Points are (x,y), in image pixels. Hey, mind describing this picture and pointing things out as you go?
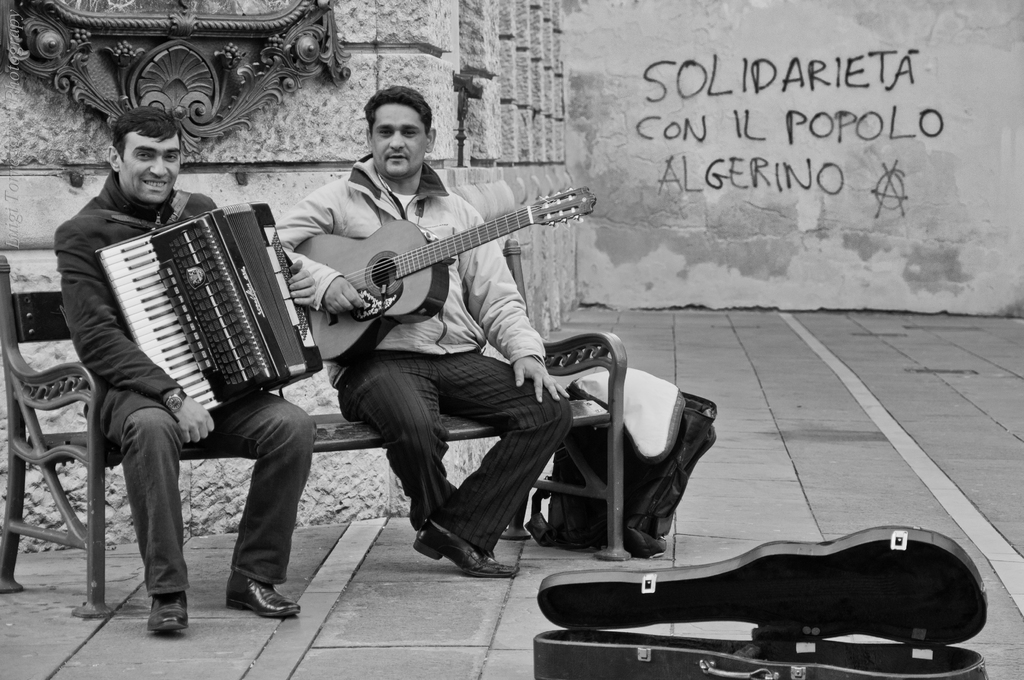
In this image i can see two persons (202,423) sitting on the bench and holding musical instruments (259,340) in their hands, I can see a bag (602,400) on the side of the bench (610,418) and a guitar box (685,573) in front of them. In the background (751,349) i can see the wall (730,135), the floor (764,339) and a frame (276,32).
